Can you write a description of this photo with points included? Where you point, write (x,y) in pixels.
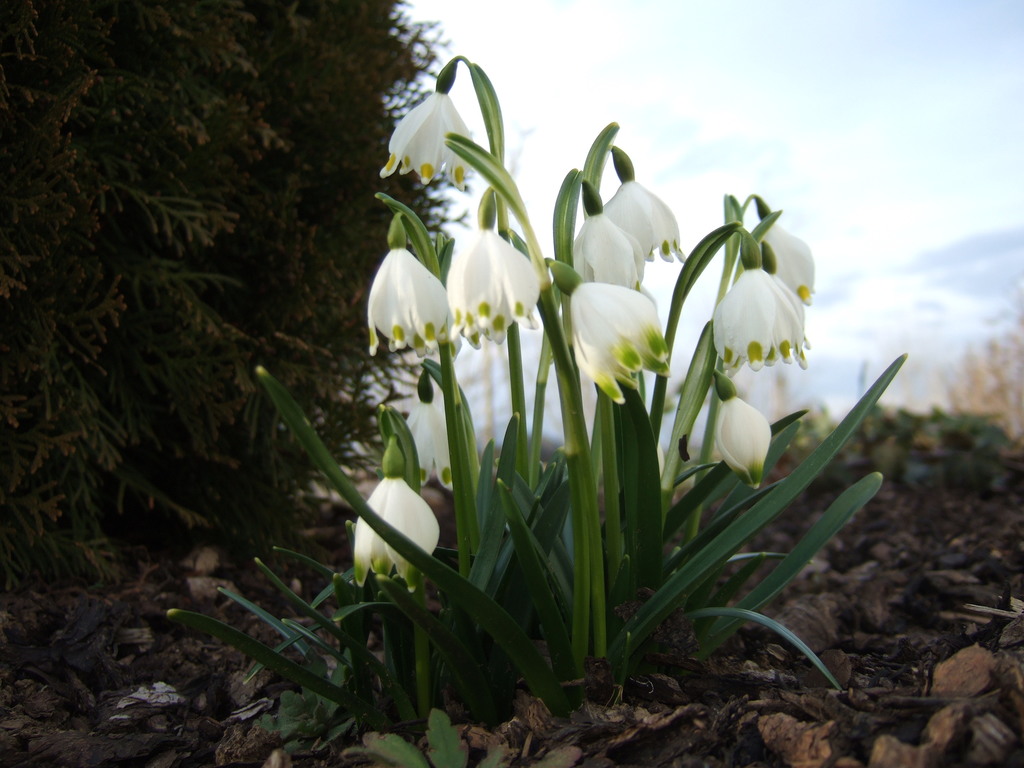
In this image we can see a plant (552,478) with some flowers (753,264). We can also see a tree (127,391), some plants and the sky (867,229).
